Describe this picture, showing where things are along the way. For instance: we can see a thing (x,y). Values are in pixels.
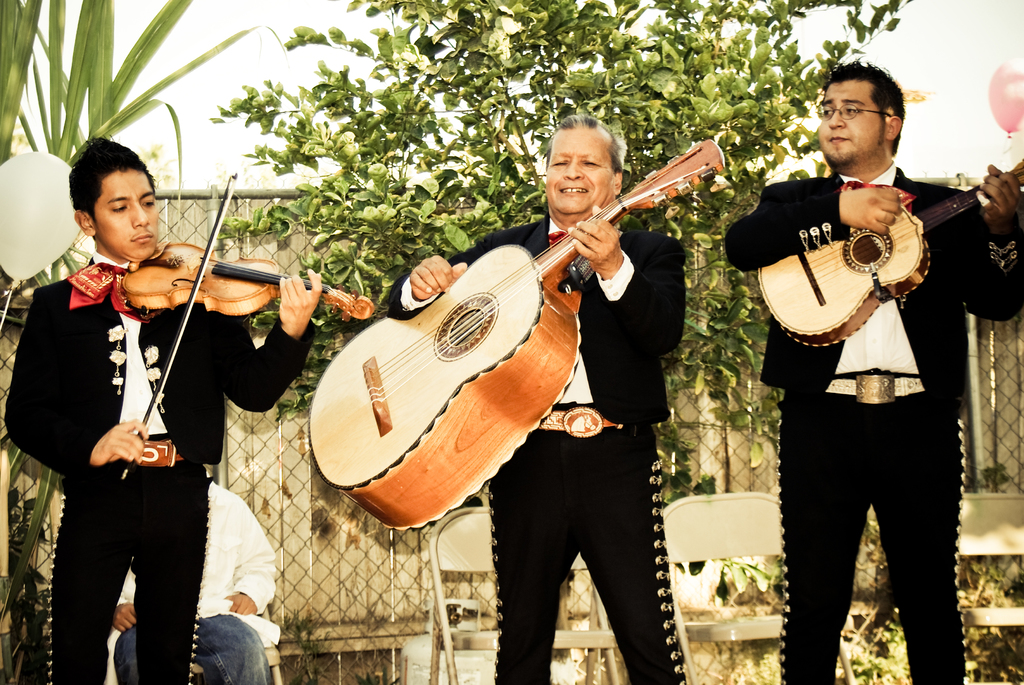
This picture is clicked outside the room. Here, we see three men (92,543) standing and playing musical instrument (266,289). Among them, man (229,328) on the left corner of the picture (181,407) is playing violin (145,296) and the remaining two (641,426) are playing guitar (485,457). Behind them, we see three chairs (450,559) and a man (242,570) sitting on chair (266,650). Behind that, we see trees (537,62).
